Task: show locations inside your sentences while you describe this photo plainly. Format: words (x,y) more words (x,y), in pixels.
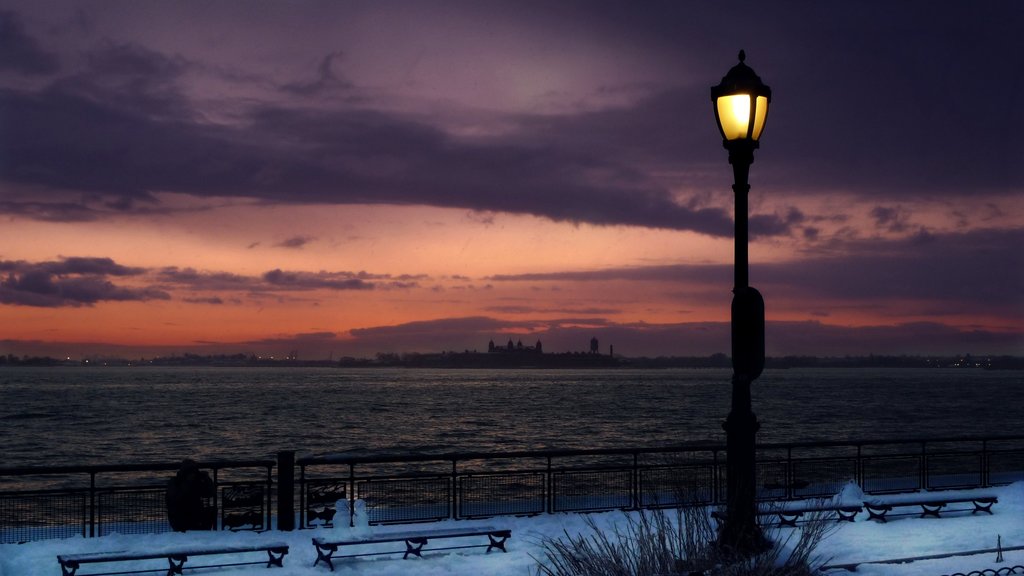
In this picture we can see a pole (762,368), fence (925,471), benches (141,549) on snow (781,545), trees (702,555), water (191,411) and in the background (301,324) we can see the sky (448,200) with clouds (673,214).
